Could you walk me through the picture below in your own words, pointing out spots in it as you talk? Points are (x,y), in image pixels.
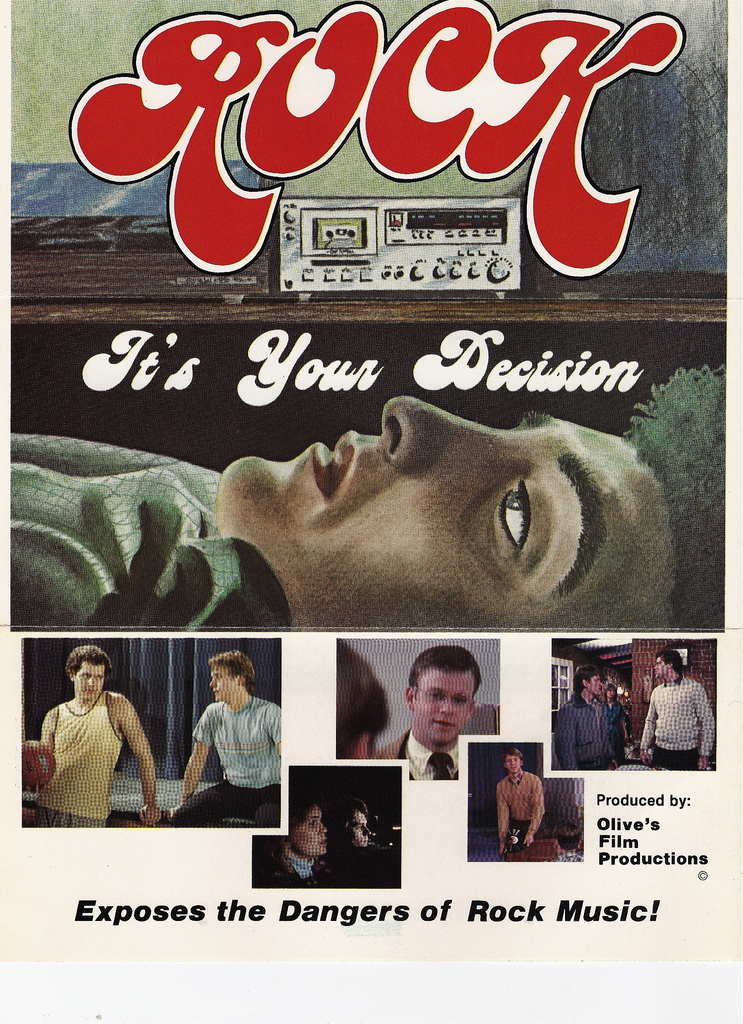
In this image we can see the picture (434,516) of a person (419,518) and a tape recorder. On the bottom of the image (98,709) we can see some text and pictures (401,866).
